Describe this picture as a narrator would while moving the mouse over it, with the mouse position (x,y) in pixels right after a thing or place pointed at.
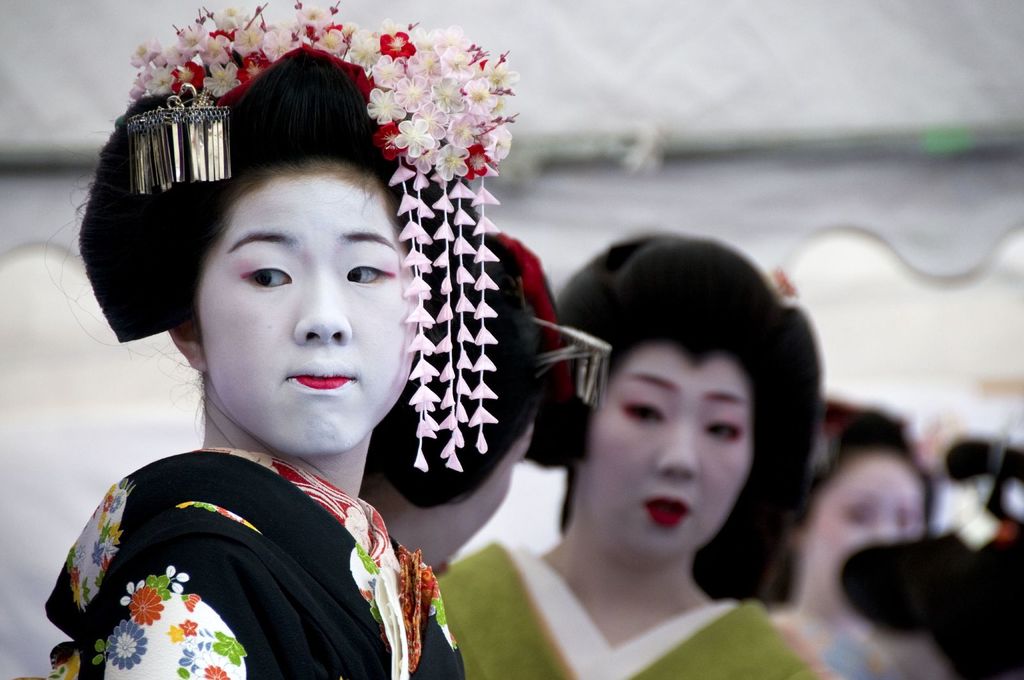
In this image we can see many people (614,478). Lady (255,466) in the front (337,446) is having some flowers (335,34) on the head (312,125). In the background (695,26) it is looking blur.
